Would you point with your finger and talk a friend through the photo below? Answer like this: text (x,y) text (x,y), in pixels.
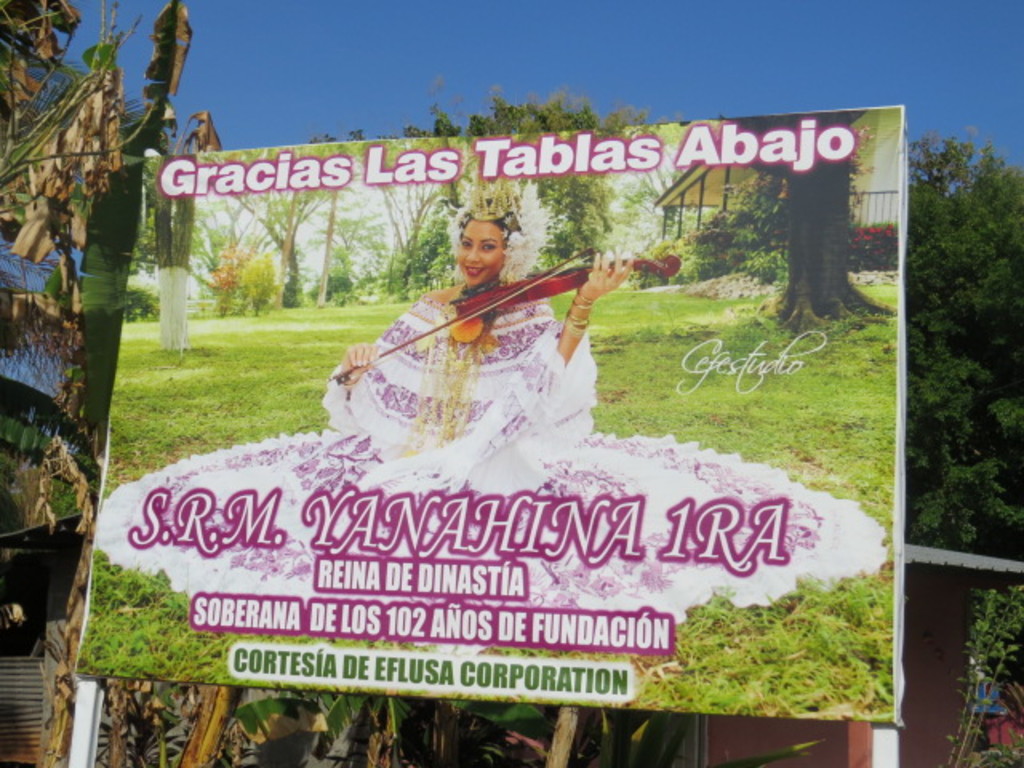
In this image I can see a board (117,410) in the front (468,280) and on it I can see picture (576,334) of a woman (260,450) holding a musical instrument (465,308) and behind her I can see grass ground (296,378) and number of trees (806,252). I can also see something is written on the top (694,151) and on the bottom side of the board (526,449). Behind the board (704,470) I can see number of trees (70,386), few buildings (747,729) and the sky (425,79).
